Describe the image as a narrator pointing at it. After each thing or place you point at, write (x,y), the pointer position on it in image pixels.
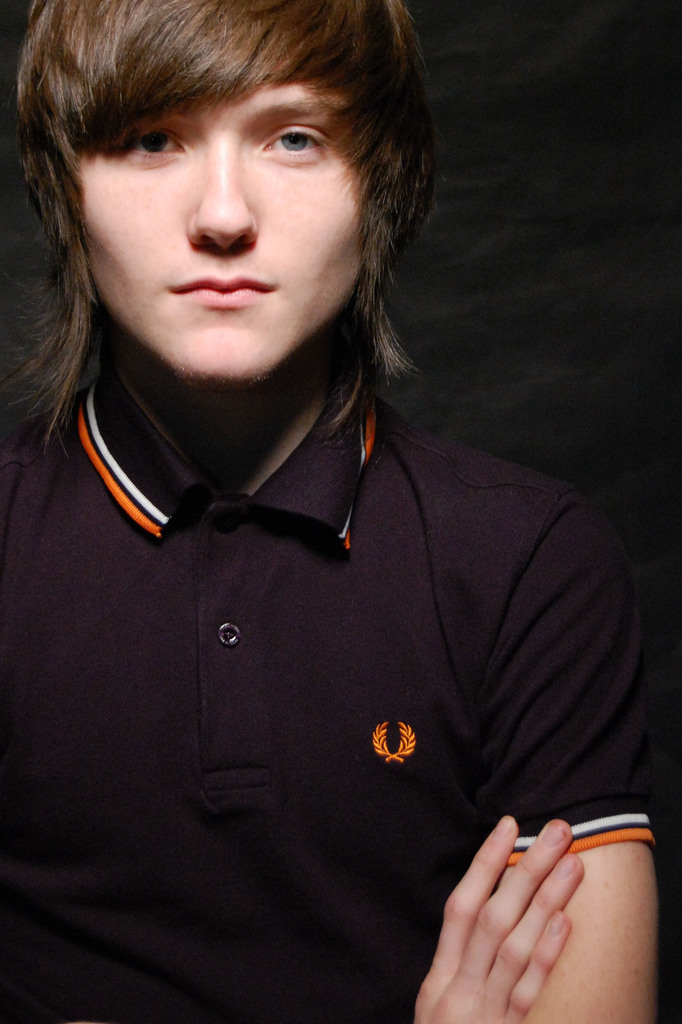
A person (440,894) is standing, this person (364,835) wore a black color t-shirt (293,805).
